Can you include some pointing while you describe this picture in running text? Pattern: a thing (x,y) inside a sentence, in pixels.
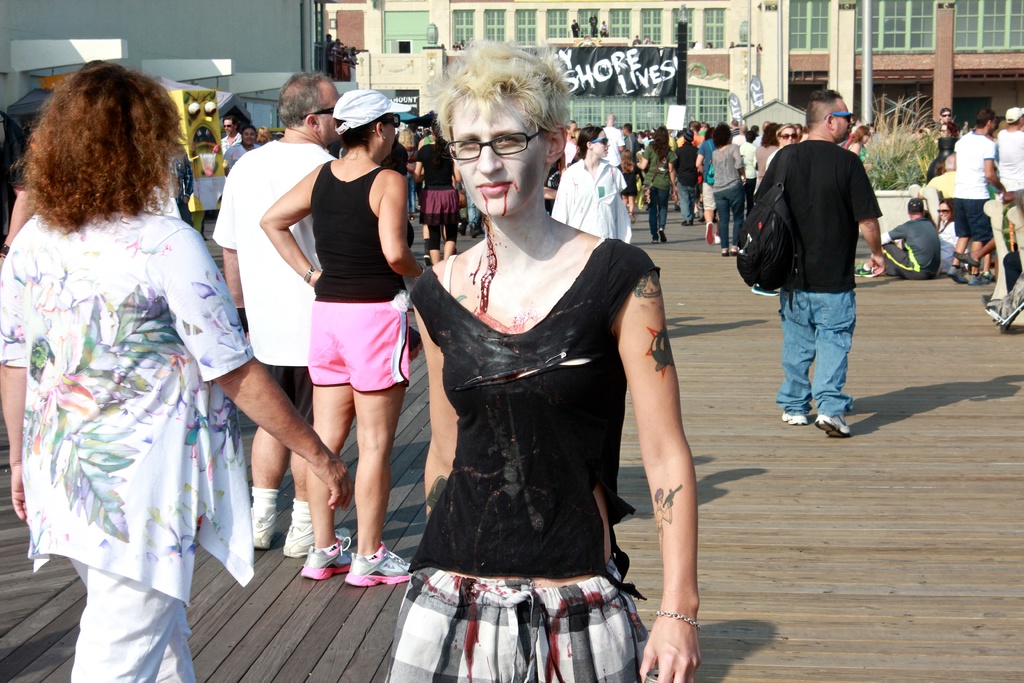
In this we can see few people (579,446) on the ground (889,334), there is a building (732,36) with a banner (621,60) in the background (608,70), there is a yellow color object (210,115), a potted plant (887,179), and iron pole (863,21) between the people (81,181).
